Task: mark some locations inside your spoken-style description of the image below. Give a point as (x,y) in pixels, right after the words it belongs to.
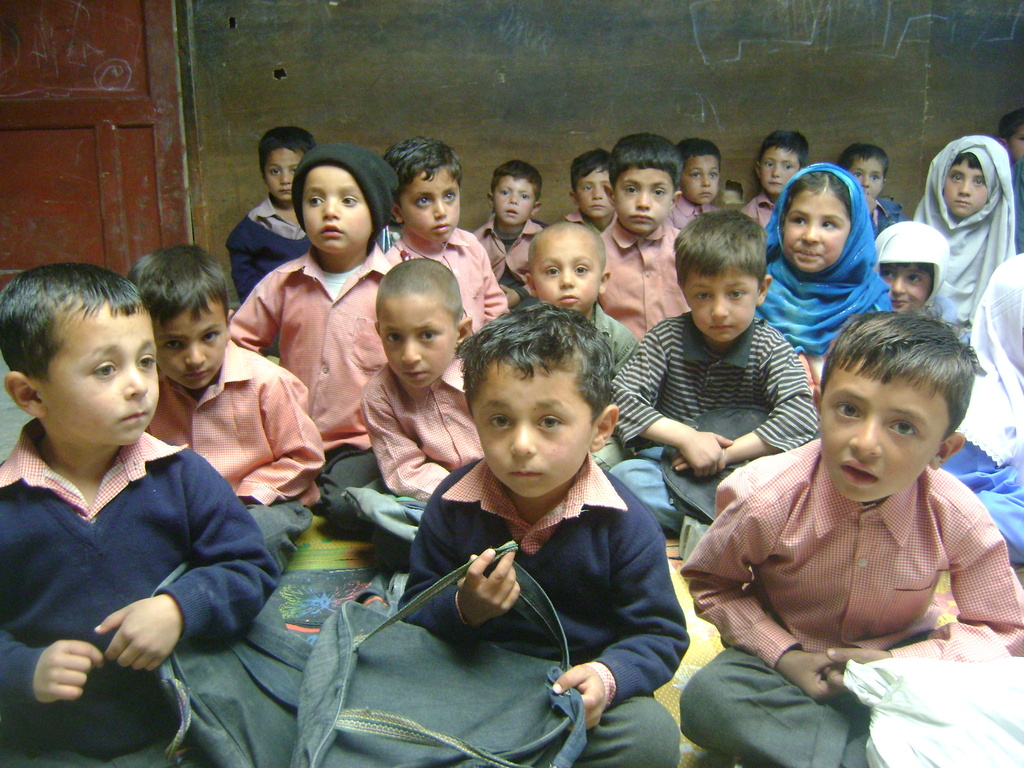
In this image I can see the group of people (624,486) with different color dresses (632,578) and few people (364,413) with orange color dresses (364,413). I can see few people (53,497) with the bags (407,641). In the background (43,55) I can see the door (3,224) and the wall (417,104).
